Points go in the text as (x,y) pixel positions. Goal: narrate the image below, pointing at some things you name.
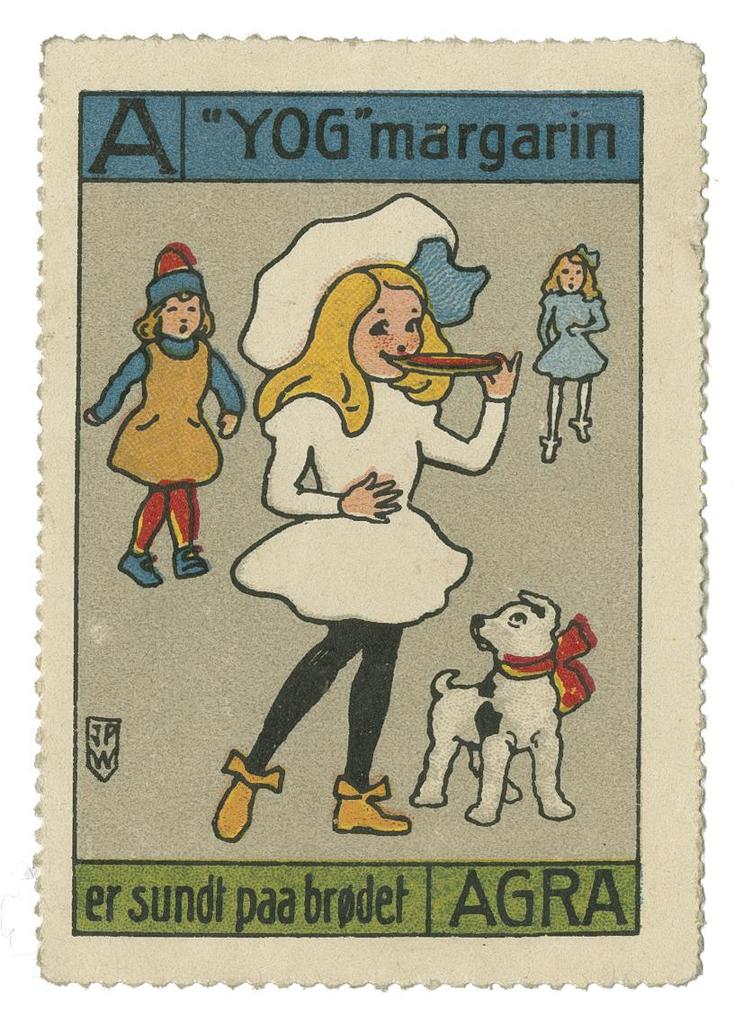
This picture shows a cartoon images of couple of girls (570,313) and we see a dog (515,682) and we see text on the top and at the bottom of the picture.
